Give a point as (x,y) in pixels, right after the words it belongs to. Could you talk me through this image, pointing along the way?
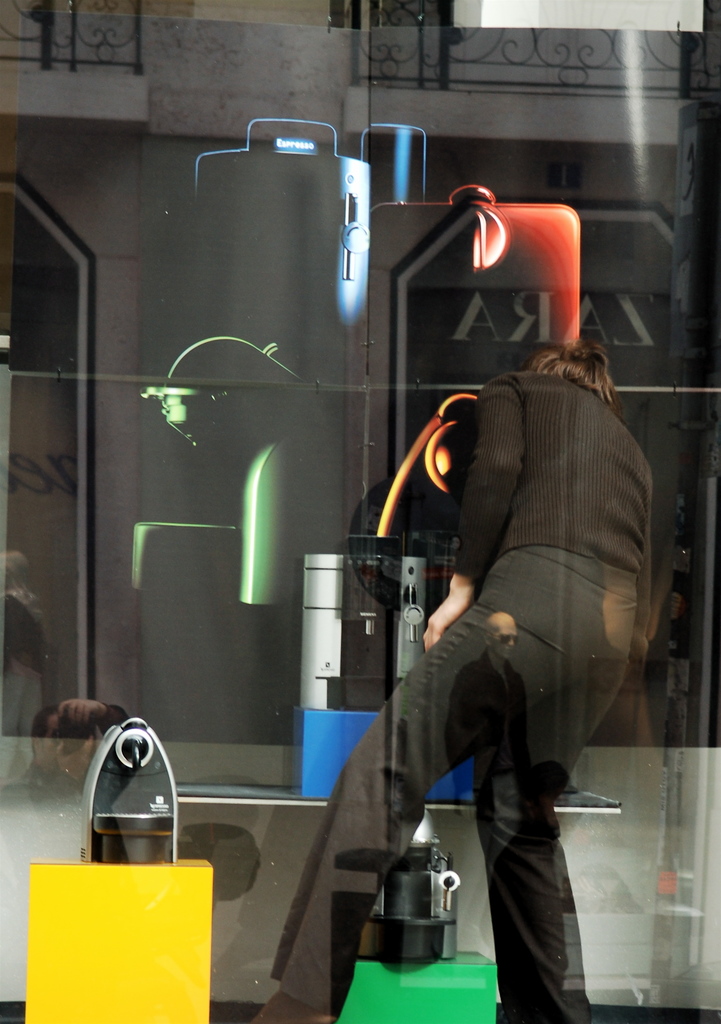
In this image we can see a glass (664,447) through which we can see a person (471,579) wearing black dress (519,400) is standing. Here we can see the reflection (127,681) of a person (46,792) holding a camera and the building (565,107).
